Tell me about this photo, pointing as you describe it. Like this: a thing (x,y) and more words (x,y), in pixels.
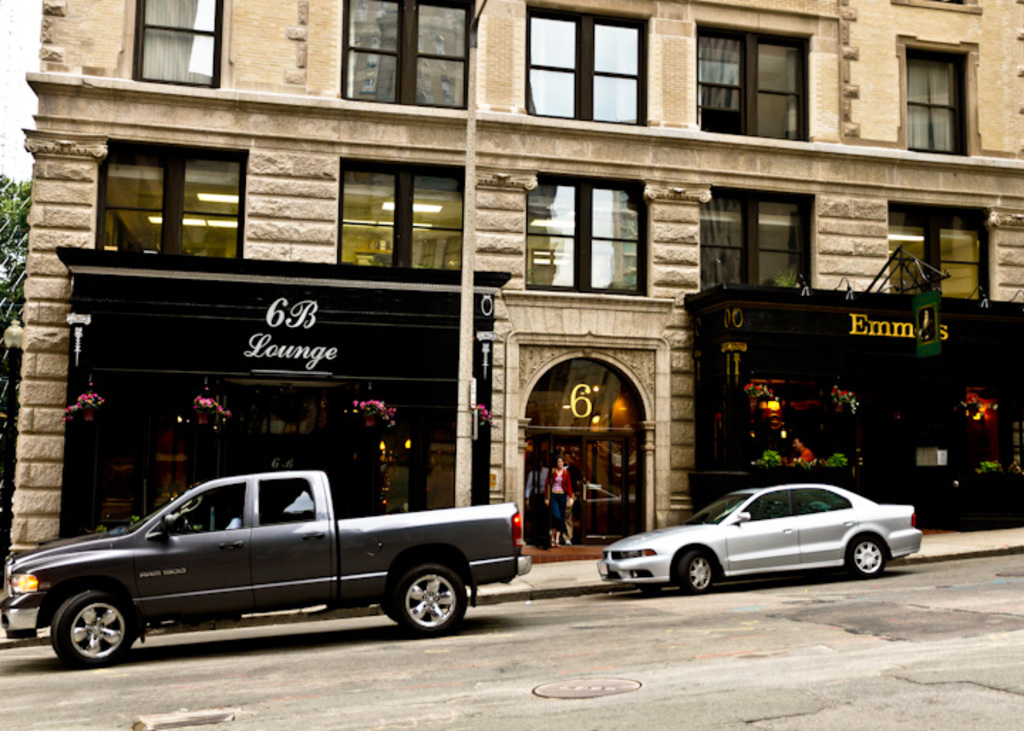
In this image, we can see vehicles (723,537) on the road (762,622) and in the background (118,287), there is a building (347,186) and we can see a tree (14,214) and there are boards (920,347) and we can see some lights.
